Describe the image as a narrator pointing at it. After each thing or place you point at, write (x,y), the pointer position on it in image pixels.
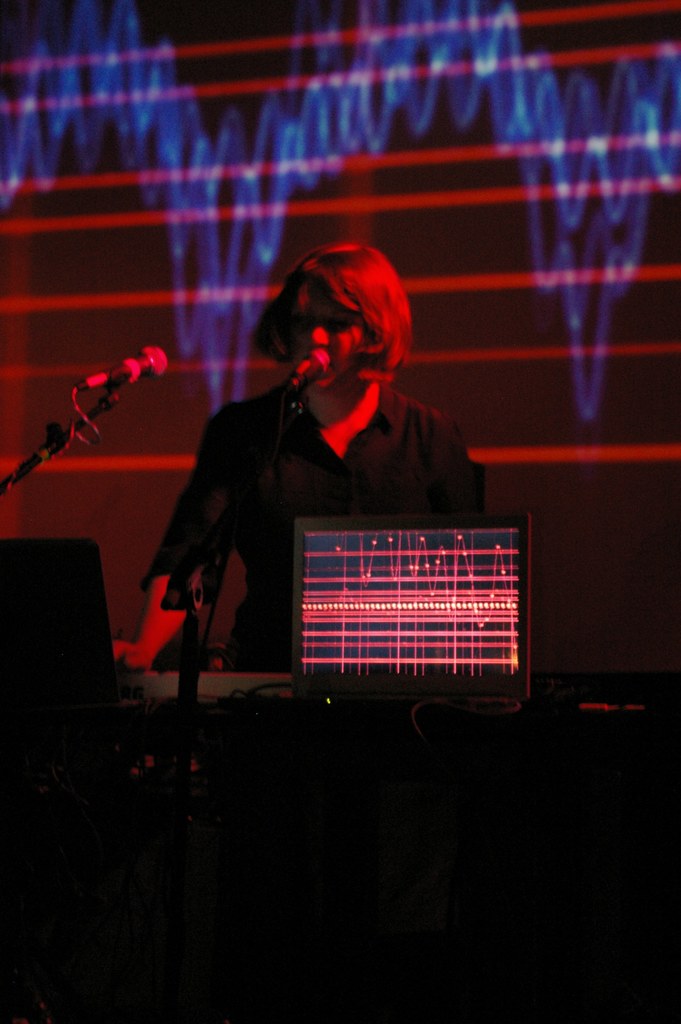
In the background (547,351) we can see the wall (506,170) and light rays (543,133) on the wall (414,176). In this picture we can a person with short hair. We can see laptops (295,527) and microphones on the platform (366,719). At the bottom portion of the picture (386,825) is completely dark.
